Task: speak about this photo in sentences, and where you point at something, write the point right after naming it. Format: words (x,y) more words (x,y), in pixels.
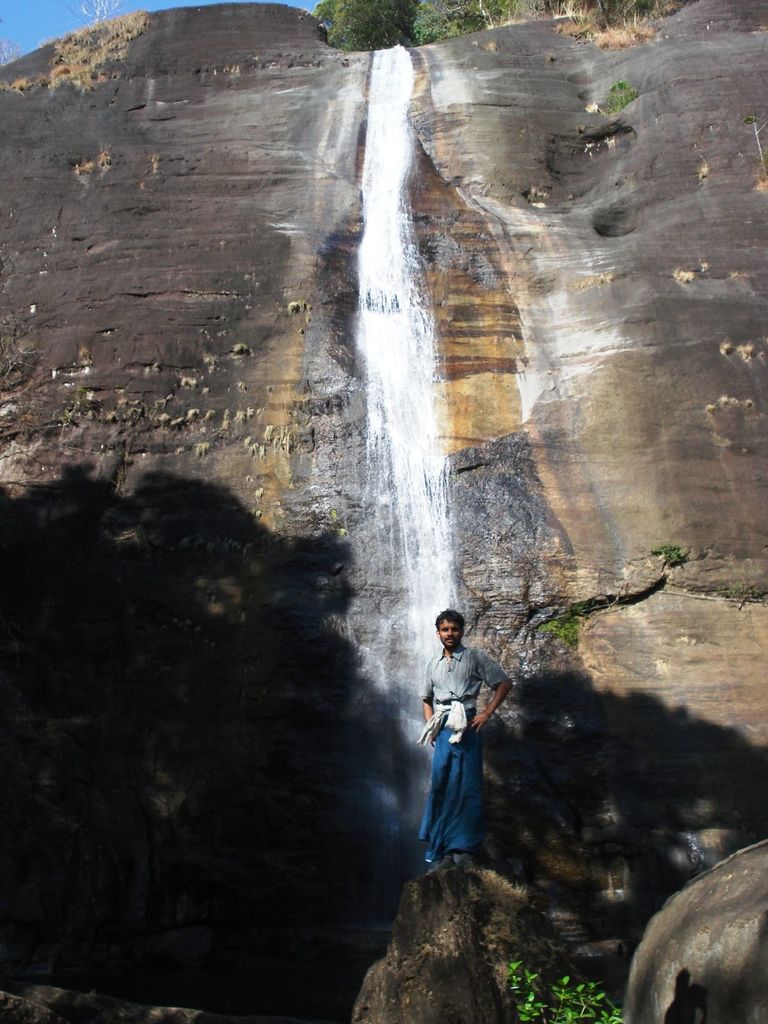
In this image I can see a waterfall (371,373) falling from the mountain (192,279). A person (457,648) is standing on a stone (453,961) in front of the waterfall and we can see small plants (592,988) at the bottom (566,1000) and trees (380,22) at the top of the image (371,36).
